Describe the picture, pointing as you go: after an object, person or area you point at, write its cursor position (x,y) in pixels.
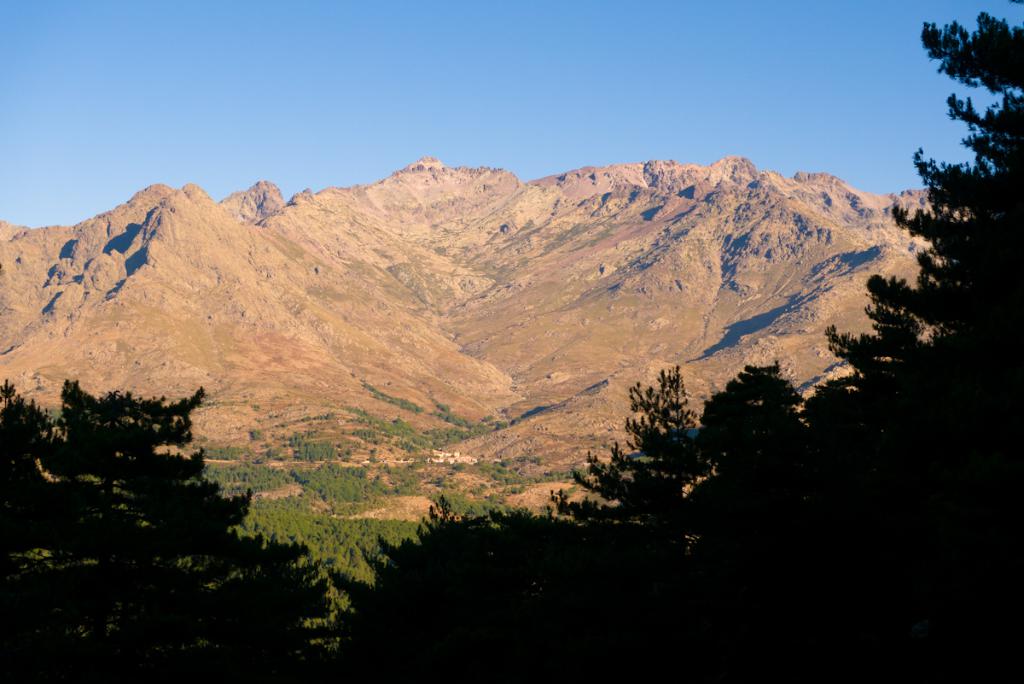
In this image at the bottom (604,548) and on the right side (1001,259) we can see trees (836,401). In the background (398,242) there are trees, mountains (732,296) and sky (859,43).
